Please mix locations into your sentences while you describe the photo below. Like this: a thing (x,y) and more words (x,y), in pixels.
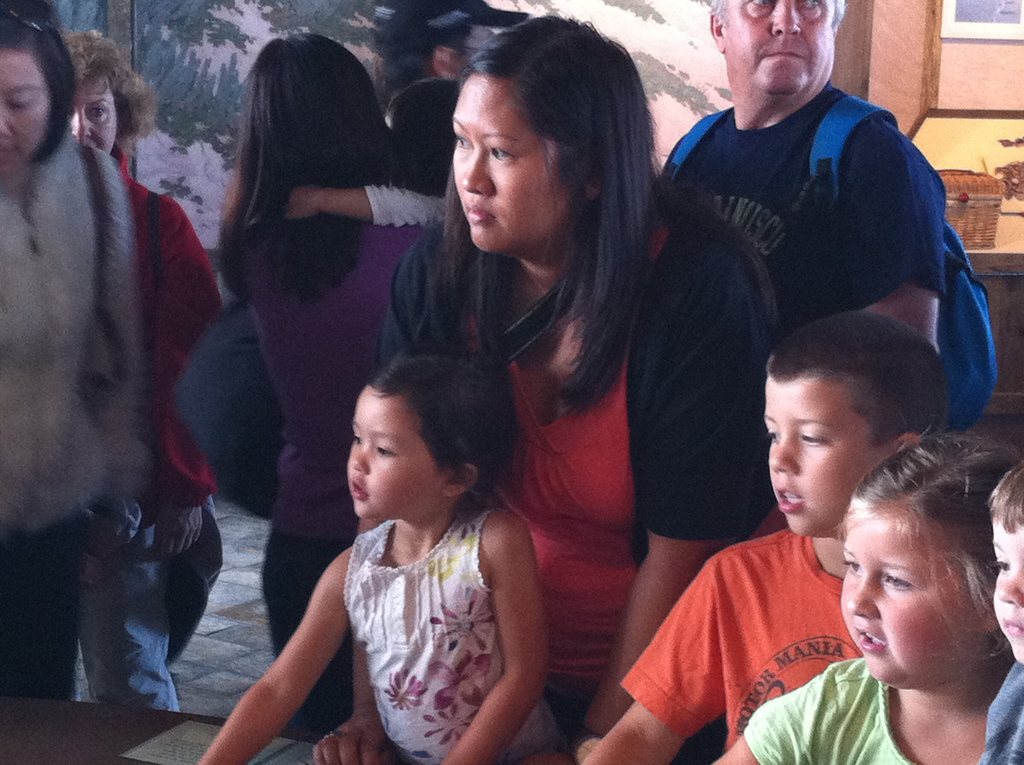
In this picture we can see few persons (355,307). Here we can see girls (889,630) and boys (788,548). Behind them we can see one women (553,249) standing and on the right side of the picture (862,155) we can see a man (881,221) wearing blue backpack (841,149). On left side of the picture (109,296) we can see two women (101,401) standing.
